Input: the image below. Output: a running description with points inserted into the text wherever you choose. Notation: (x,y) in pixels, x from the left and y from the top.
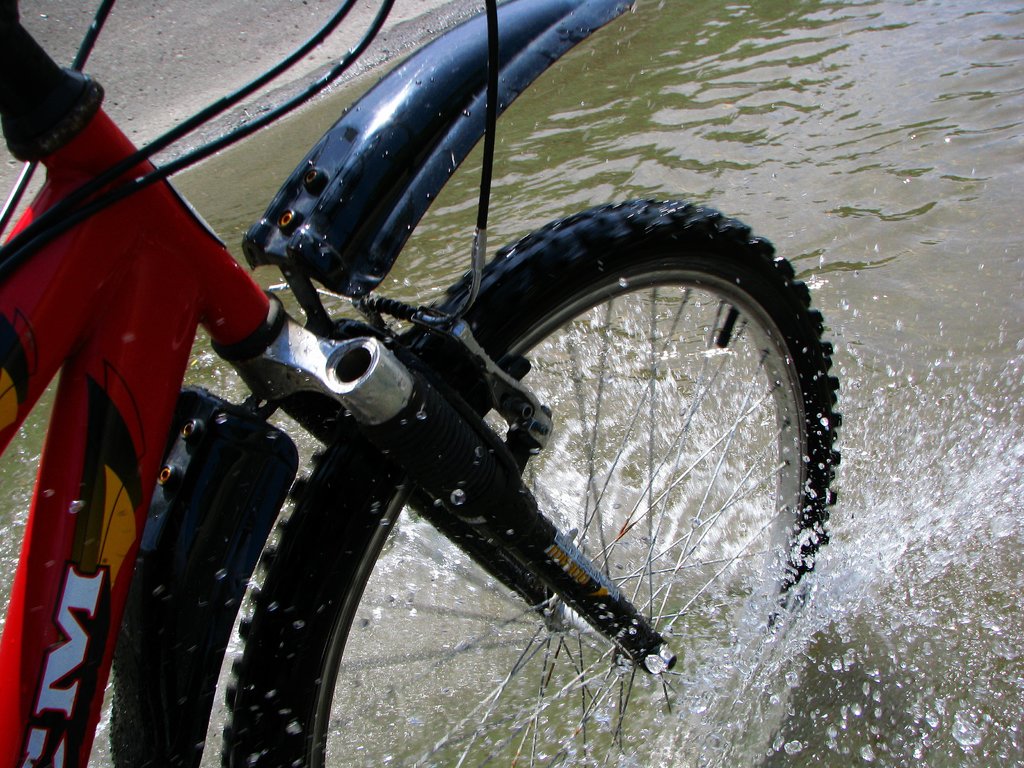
In this picture there is a tire (374,463) of a bicycle (594,444) which is in water (760,521).
